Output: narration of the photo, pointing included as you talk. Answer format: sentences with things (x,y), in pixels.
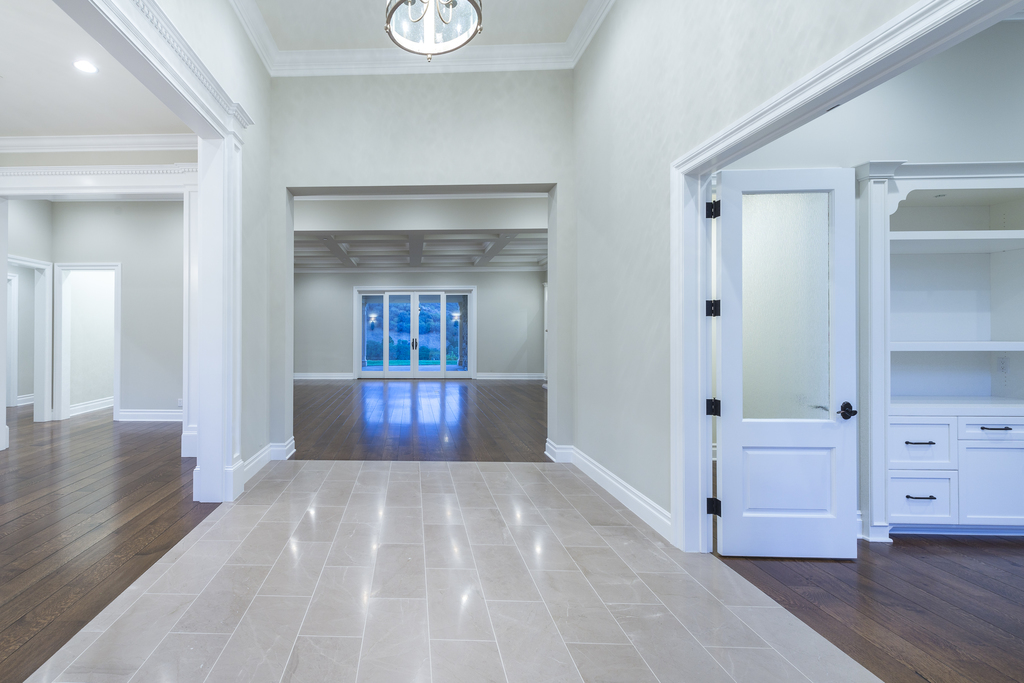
This is a picture of inside of the house (840,464), in this picture on the right side (820,377) there is a door (804,259) and cupboard (981,406). At the bottom (529,599) there is floor (448,523), in the center (398,327) there are glass windows (420,328). On the left side (56,346) there are doors (61,330) and wall (72,233), at the top (492,59) there is ceiling (339,24) and chandelier (399,17).
